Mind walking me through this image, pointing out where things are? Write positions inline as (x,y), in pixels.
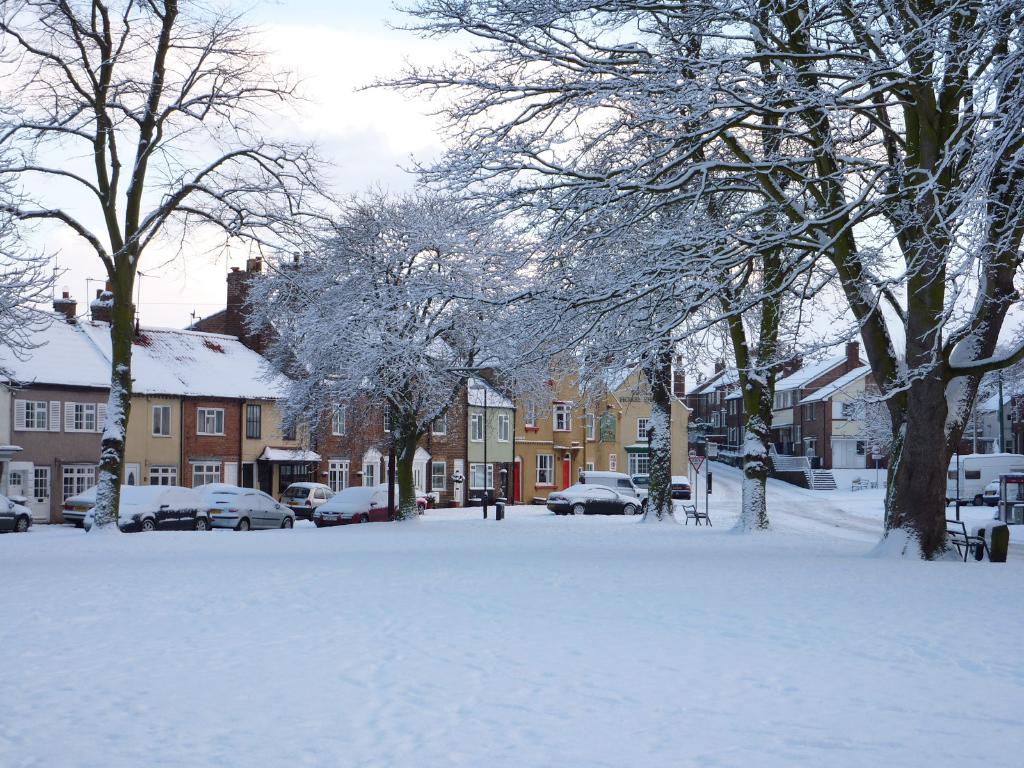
In this image we can see snow (280,583), cars (302,492), poles (485,428), trees (428,357), bench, buildings (819,431), stairs (824,473) and sky (372,137).
